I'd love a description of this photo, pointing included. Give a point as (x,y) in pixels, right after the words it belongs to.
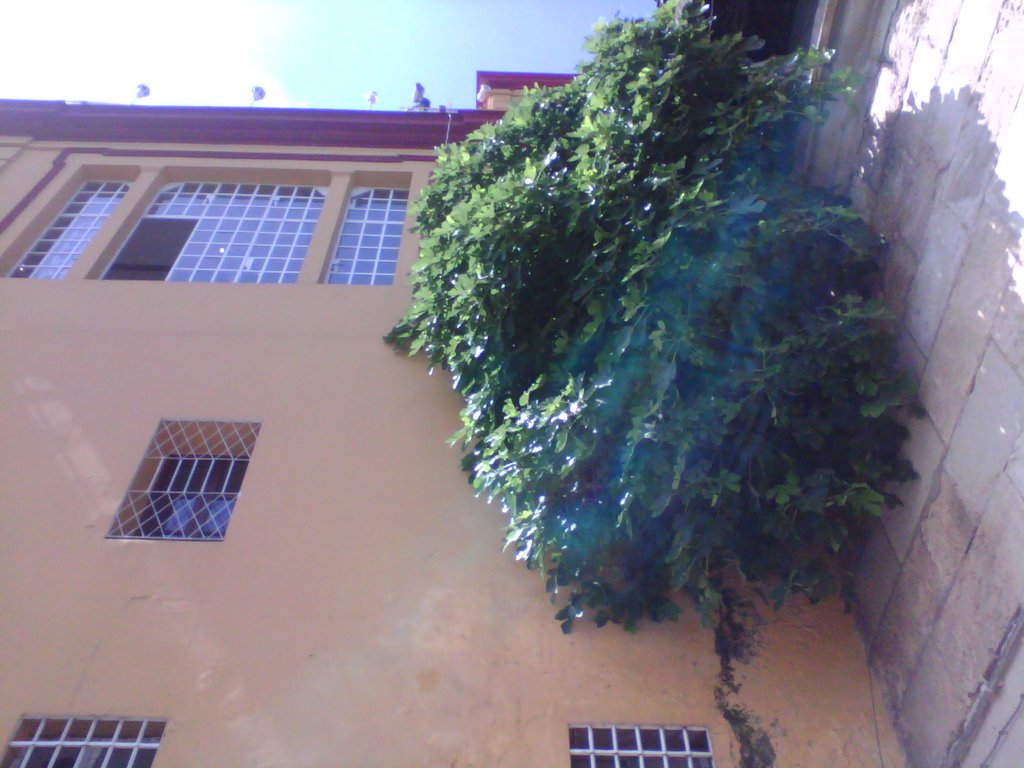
In this picture, we see a building (180,501) in yellow color and windows (106,271). Beside that, we see a tree (609,364). On the right side (877,177), we see a building (961,293) which is made up of cobblestones (915,437). At the top of the picture (351,51), we see the sky (346,79).
